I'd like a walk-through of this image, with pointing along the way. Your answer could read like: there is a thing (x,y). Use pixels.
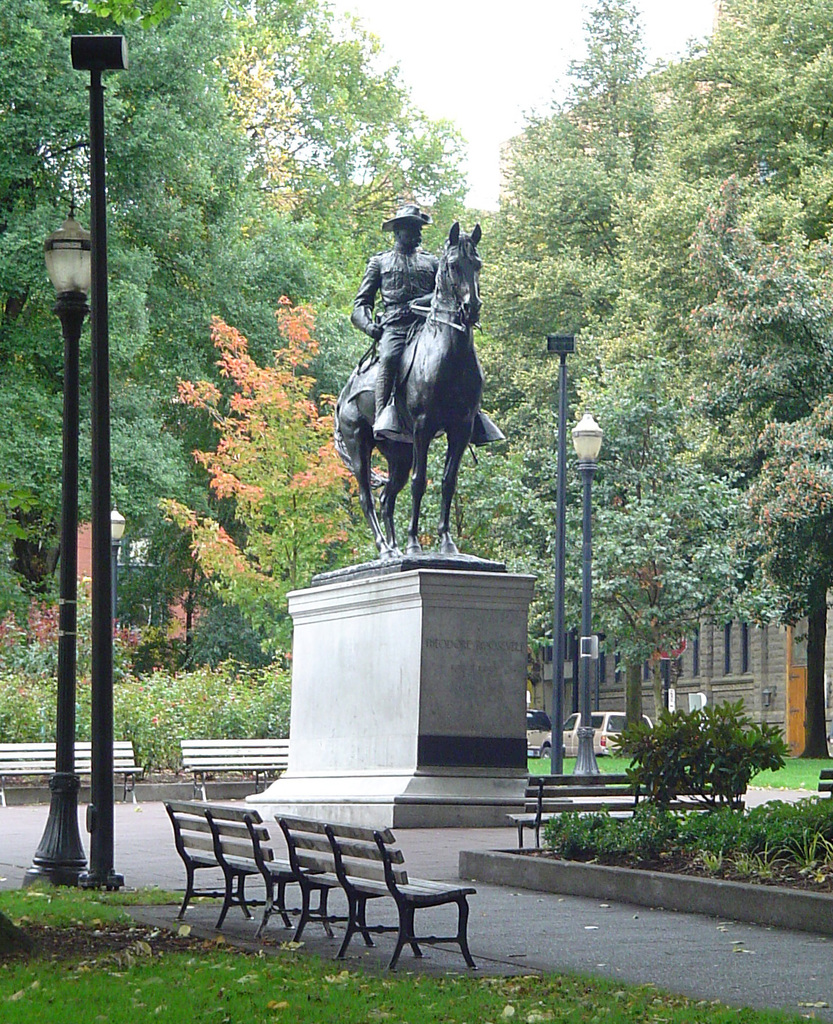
In this image there are several benches (173,823) which are in the garden (162,878), some street lights (41,850) attached to the poles (110,841) and there is a statue (388,604) of the man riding the horse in the garden (709,740) and at the background (629,664) there is a car (650,725), some trees (640,645), plants (643,823), grass (473,992), walkway (620,921) and a sky (497,178) covered with clouds (484,145).
